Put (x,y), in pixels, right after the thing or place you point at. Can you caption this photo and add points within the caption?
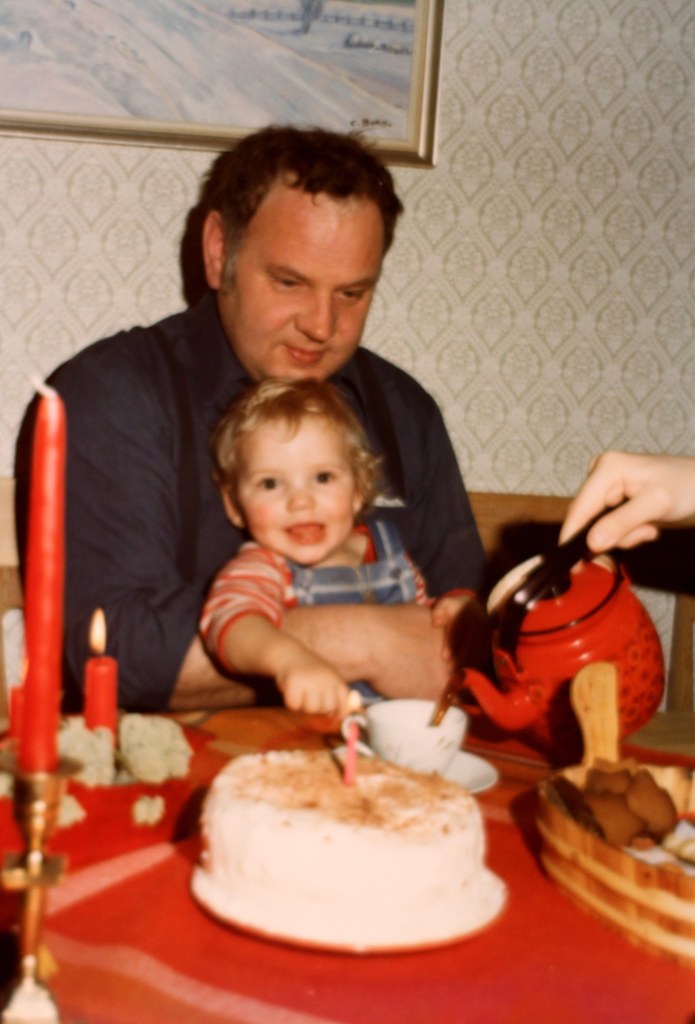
In the picture I can see a person (201,433) wearing the black color shirt (393,435) is carrying a child (274,616) and sitting in front of the table (196,988). Here I can see a cake (414,774), cup (437,764) with saucer (450,764), some food items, candles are placed on the stand (44,1013). On the right side of the image (477,685) I can see a person's hand (669,497) holding red color kettle (525,669). In the background (75,122), I can see the photo frame (387,64) on the wall (517,190).
